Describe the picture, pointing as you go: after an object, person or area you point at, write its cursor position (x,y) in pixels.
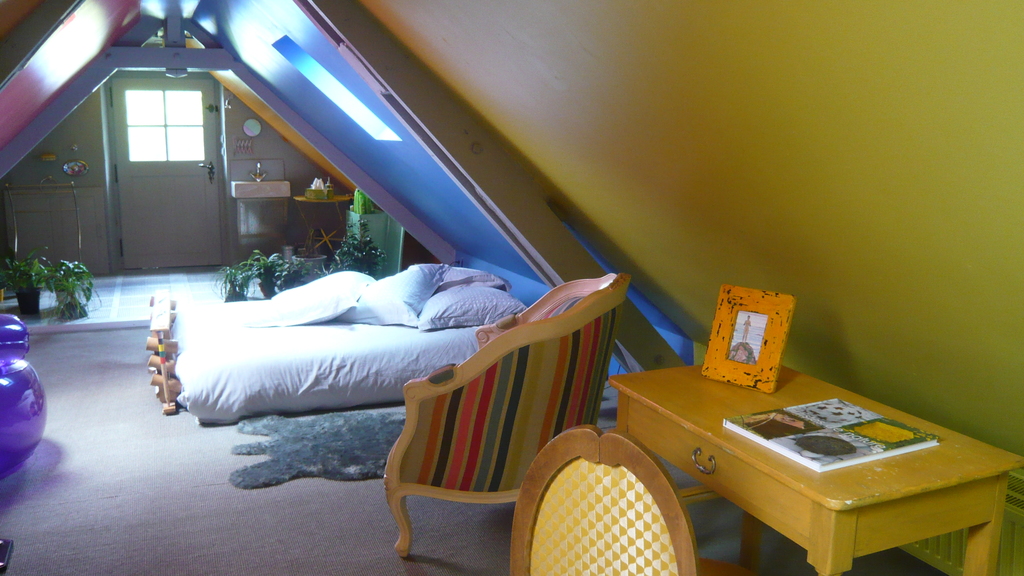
In this picture we can see the inside view of a room (188,362). This is the bed (321,311) and these are the chairs (580,368). On the background (727,146) there is a wall (671,126). And there is a table (820,533). Here we can see some plants (345,268). And this is the door (157,167). And there is a book (854,447) on the table (893,487).
